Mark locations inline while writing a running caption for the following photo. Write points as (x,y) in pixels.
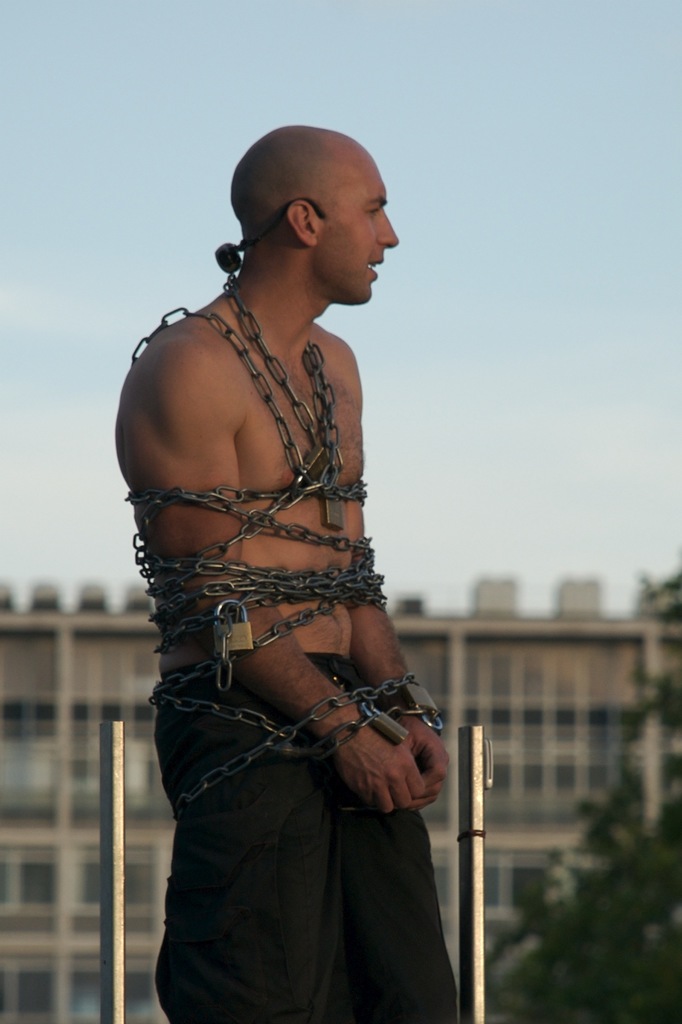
In this picture I can observe a man (311,440). He is tied with chains (255,594). There are two poles (122,941) on either sides of him. In the background (71,668) there is a building (562,730) and I can observe some trees (640,785). There is a sky (288,124) in the background (286,116).
